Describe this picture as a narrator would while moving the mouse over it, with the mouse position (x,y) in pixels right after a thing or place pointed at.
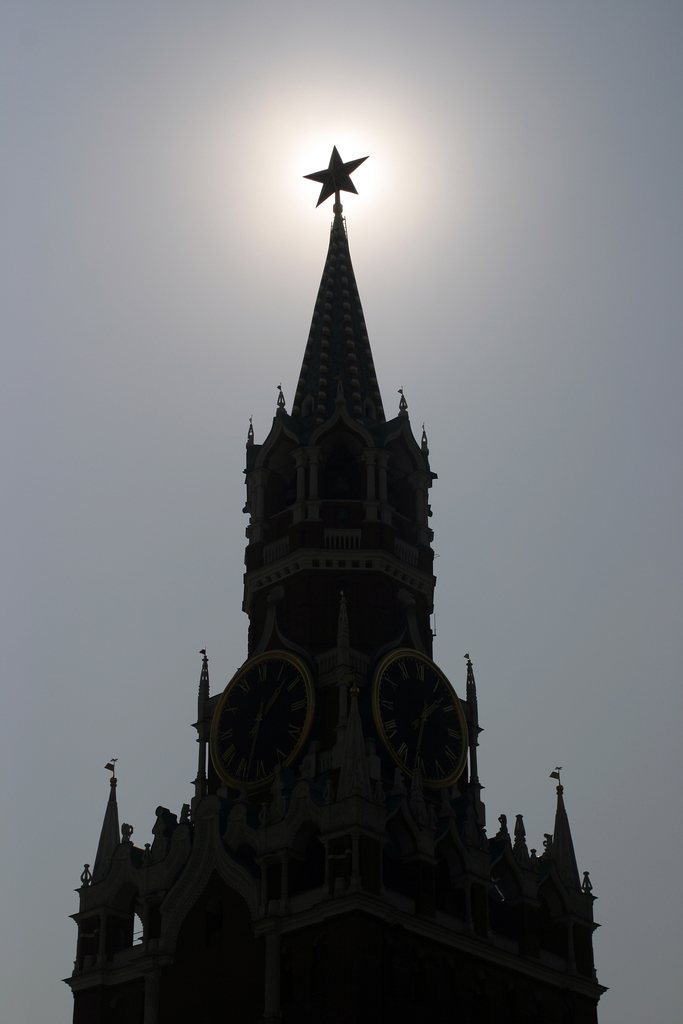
In this image, we can see a building (347,571), there are some clocks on the building (337,391), at the top (223,108) there is a sky (114,288).
